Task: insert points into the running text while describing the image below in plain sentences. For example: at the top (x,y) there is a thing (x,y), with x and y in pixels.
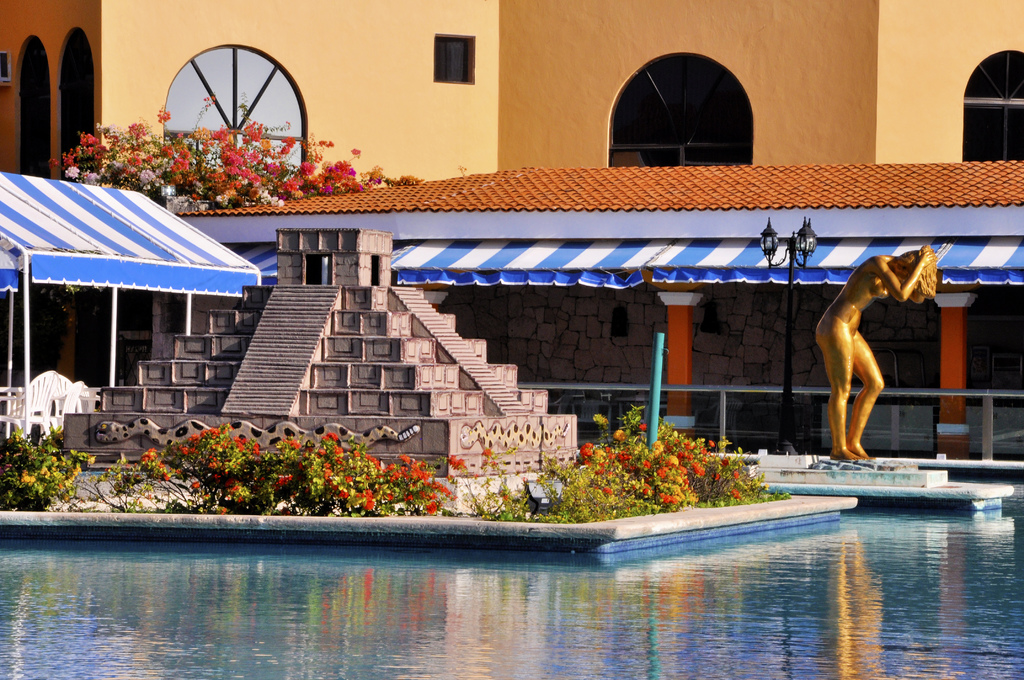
In the picture we can see the pool (699,629) with water (713,657) and behind it, we can see some plants (240,164) with flowers (321,191), statue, pole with lamp (762,239), tent (98,227) and the building wall (803,328) with glass windows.
